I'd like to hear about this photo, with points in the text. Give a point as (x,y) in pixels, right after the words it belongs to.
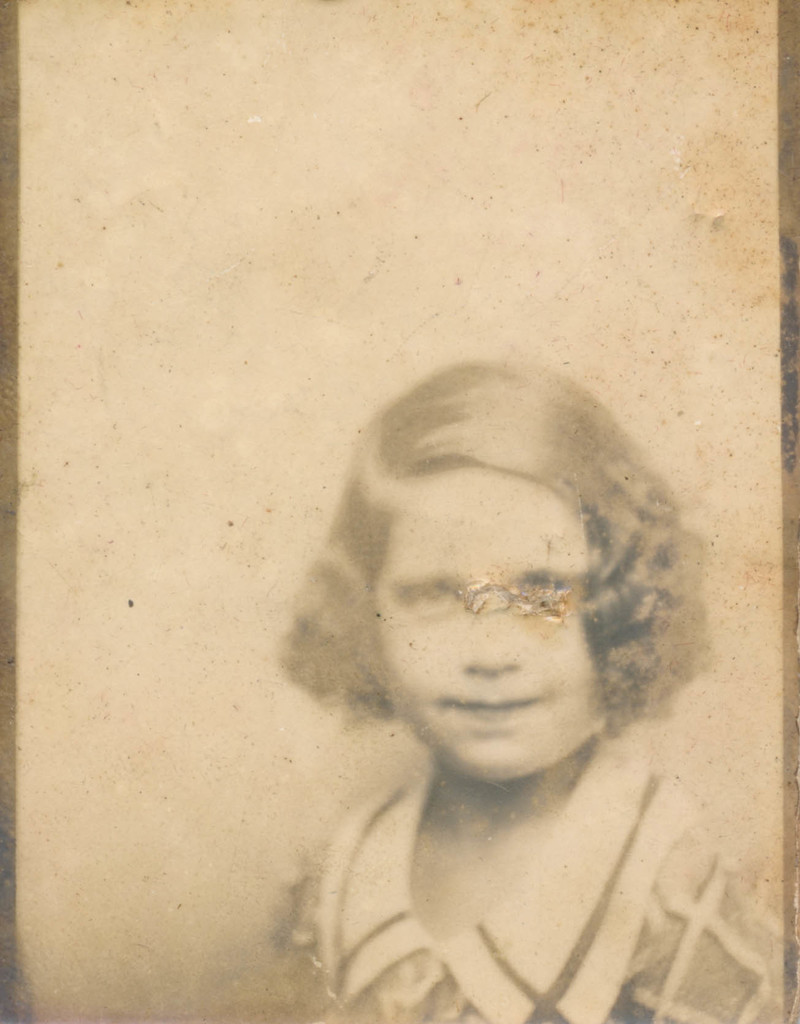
In this image we can see a black and white picture of a girl (573,792).
